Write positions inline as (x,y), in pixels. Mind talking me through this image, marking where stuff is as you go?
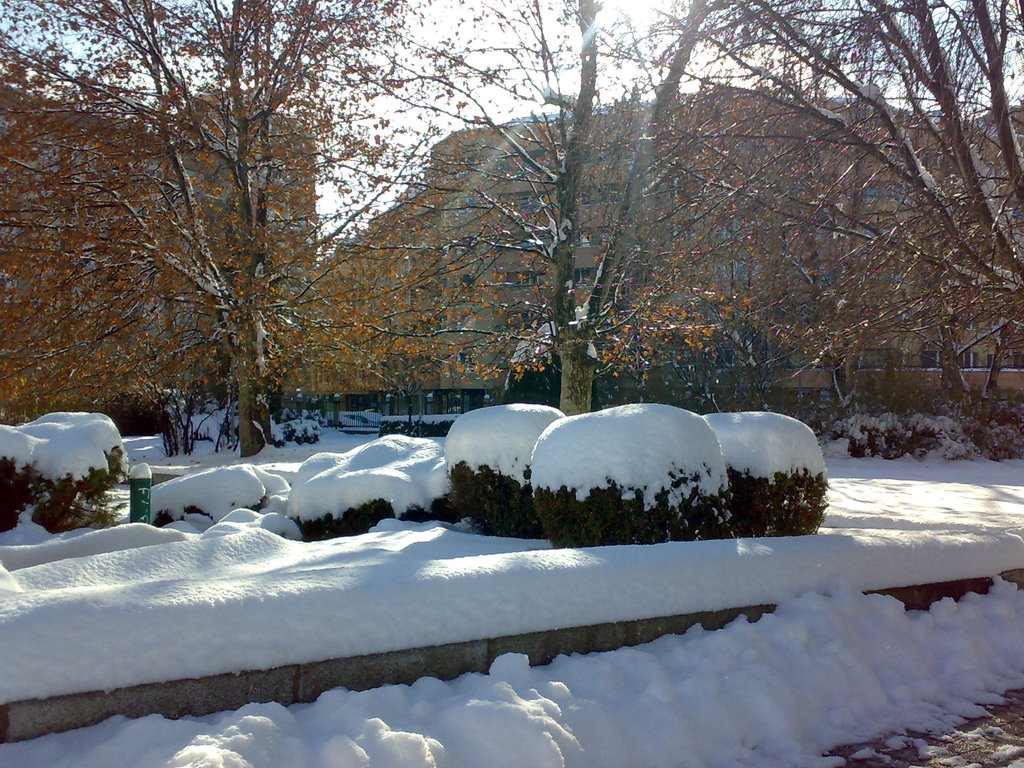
In this image I can see some plants (428,513) covered with the snow (403,483). In the background (308,254) I can see many trees (23,167), houses (482,273) and the sky (493,89).
